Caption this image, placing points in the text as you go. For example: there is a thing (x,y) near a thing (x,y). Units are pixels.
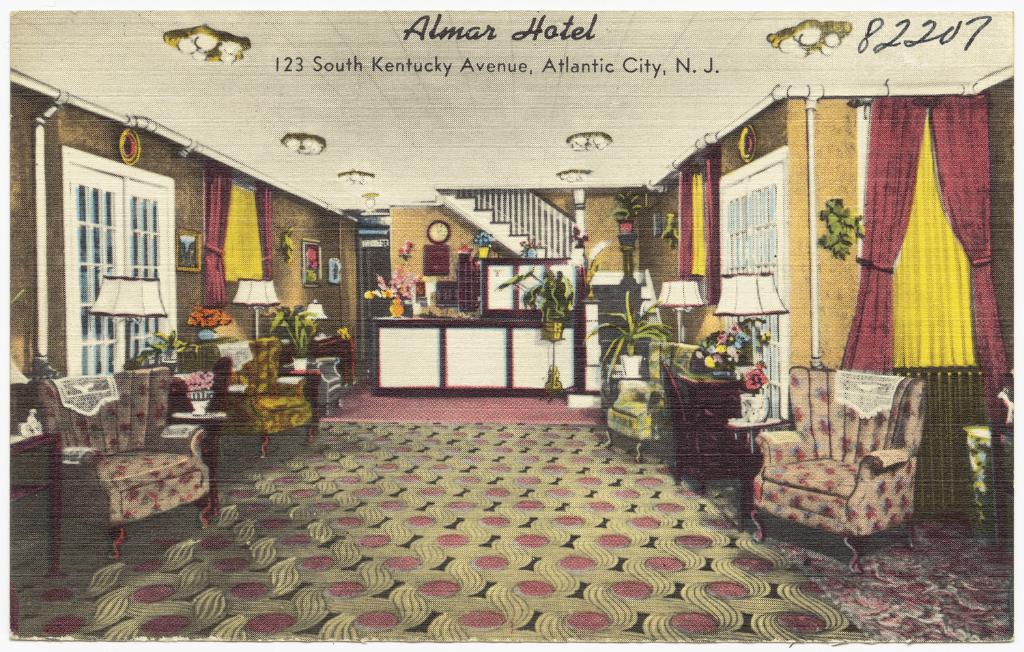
This image is an inside view of a hotel (449,387). In this image there are few couches (818,462), in between them there are lamps (156,300) and plant pots (200,333). On the right (892,271) and left side of the image (104,262) there are windows (147,271), curtains (264,256) and frames (308,268) are hanging on the wall (791,263). In the background (531,325) there is a table (449,326) with a flower pot (400,301) on it and there is a clock (443,229) and few frames (441,270) are hanging on the wall (460,245) and there are stairs (469,212). At the top of the image (430,92) there is a ceiling (520,133) with lights (587,139).
